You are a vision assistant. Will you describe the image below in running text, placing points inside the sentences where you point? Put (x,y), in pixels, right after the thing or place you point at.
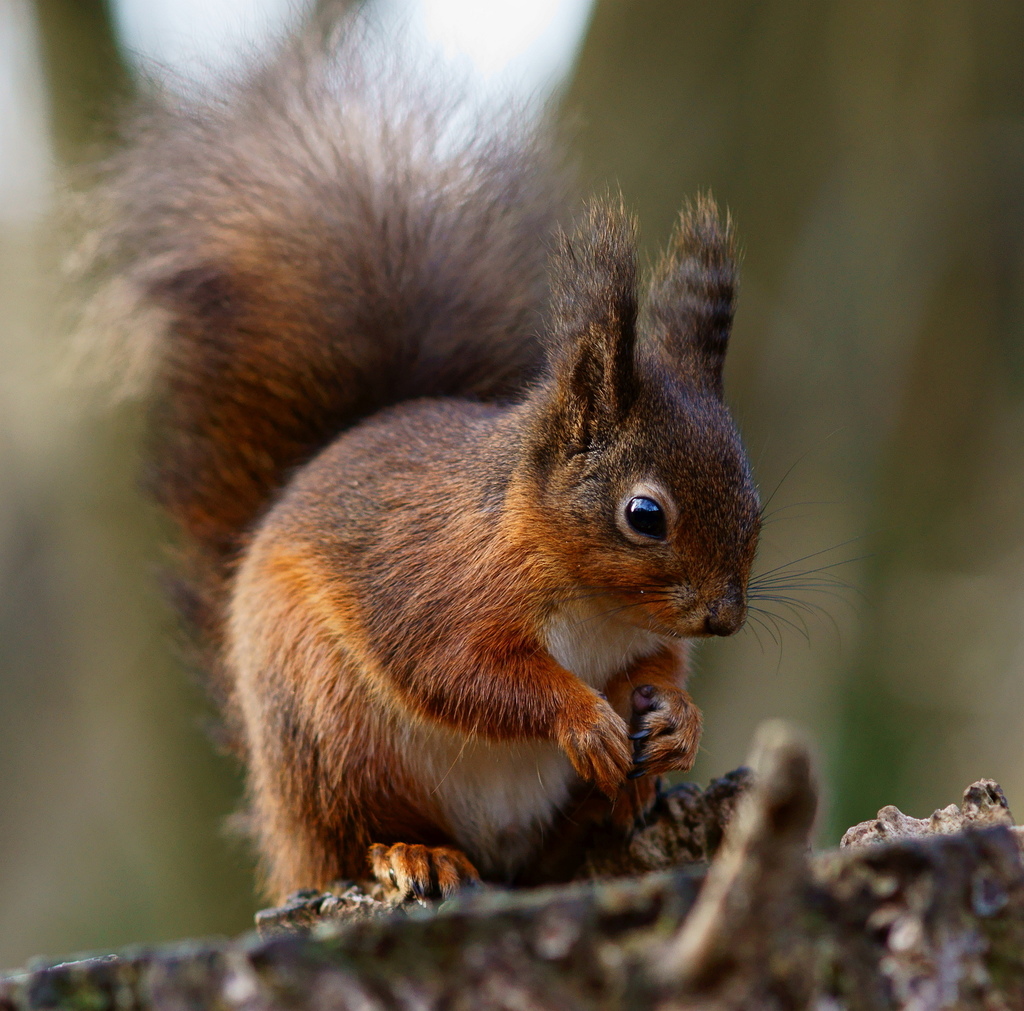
In this image we can see a squirrel (545,544) on the surface (957,936) and the background (670,103) is blurred.
